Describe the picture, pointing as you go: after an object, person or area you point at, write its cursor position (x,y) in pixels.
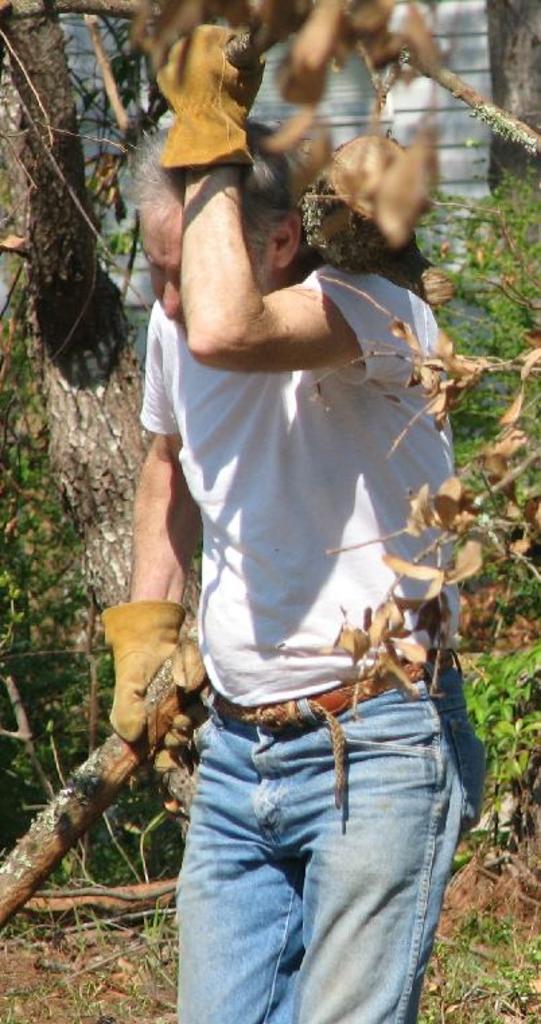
This image is taken outdoors. In the background (74,518) there is a tree (89,507) and there are a few plants (57,676). At the bottom of the image (86,971) there is a ground (122,951) with grass (495,1021) on it. In the middle of the image (325,448) a man (325,448) is standing on the ground (102,954) and he is holding a stick (117,759) in his hand (141,722).
